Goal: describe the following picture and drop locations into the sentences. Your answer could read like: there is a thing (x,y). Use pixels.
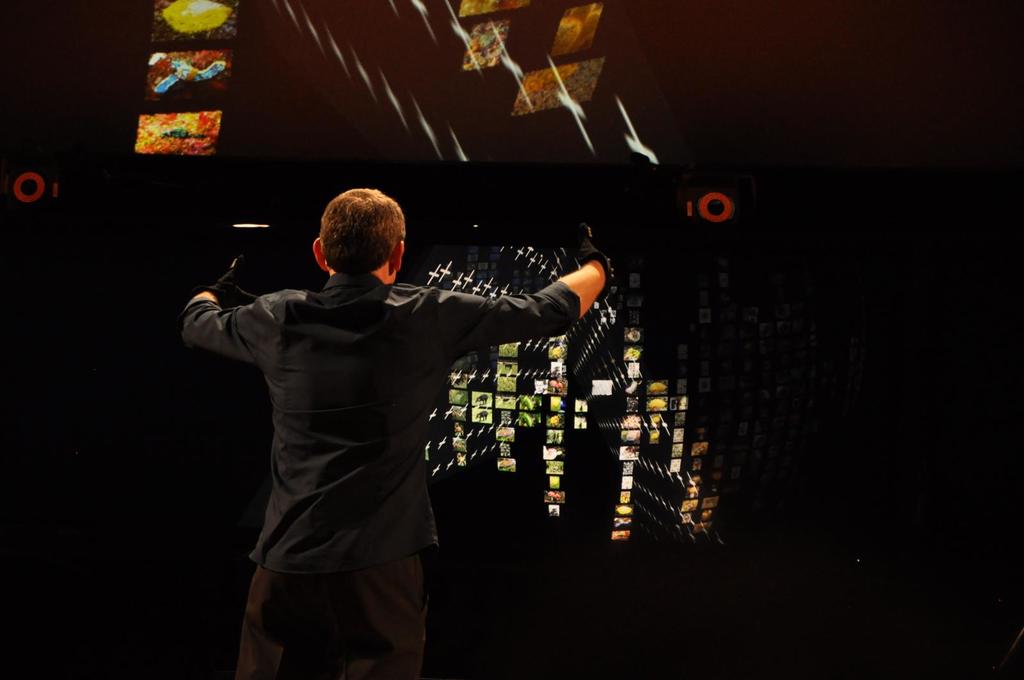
In this picture we can see a person (272,301) standing and seeing a cluster of images (541,383).
